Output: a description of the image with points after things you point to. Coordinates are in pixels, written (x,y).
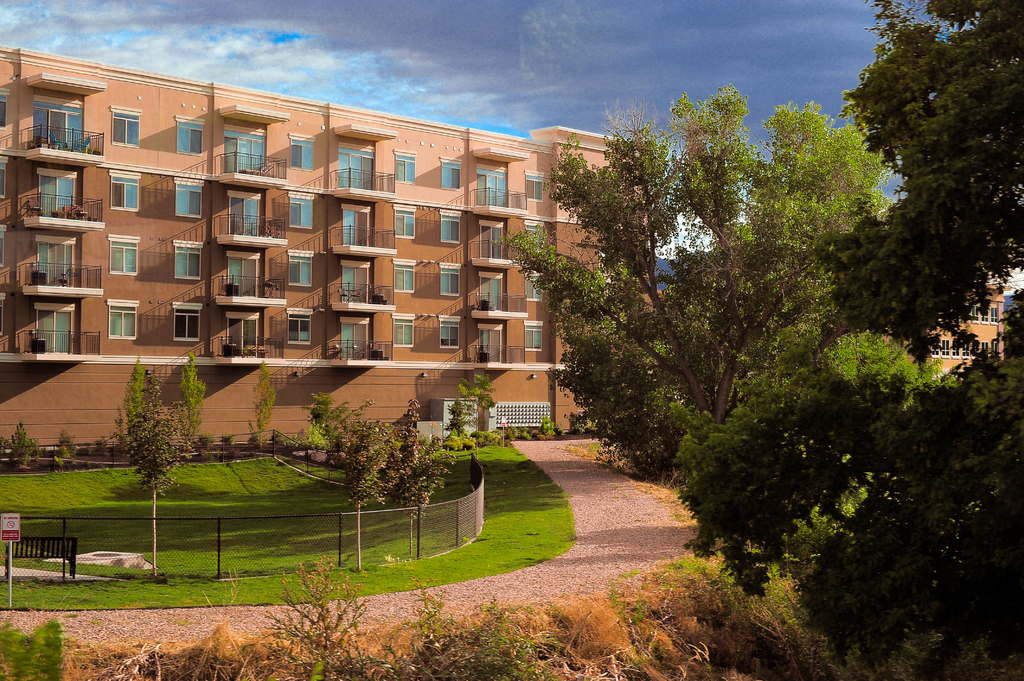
In this image I can see trees (908,449). There is a bench (35,551) and a sign board (12,539) on the left (48,547). There is a fence (332,556) and grass (311,504). There is a building (274,324) at the back (201,260). There are clouds (411,75) in the sky (575,77).
